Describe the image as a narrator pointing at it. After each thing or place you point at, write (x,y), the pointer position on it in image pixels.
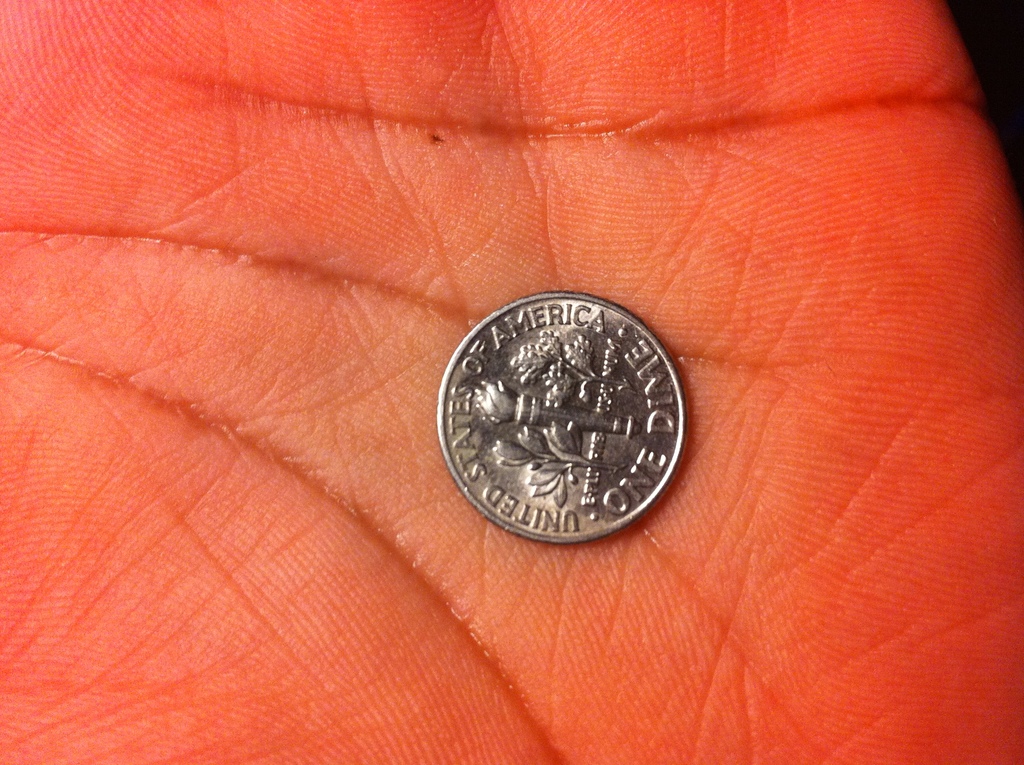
As we can see in the image there is a coin (572,429) on palm (330,231).
